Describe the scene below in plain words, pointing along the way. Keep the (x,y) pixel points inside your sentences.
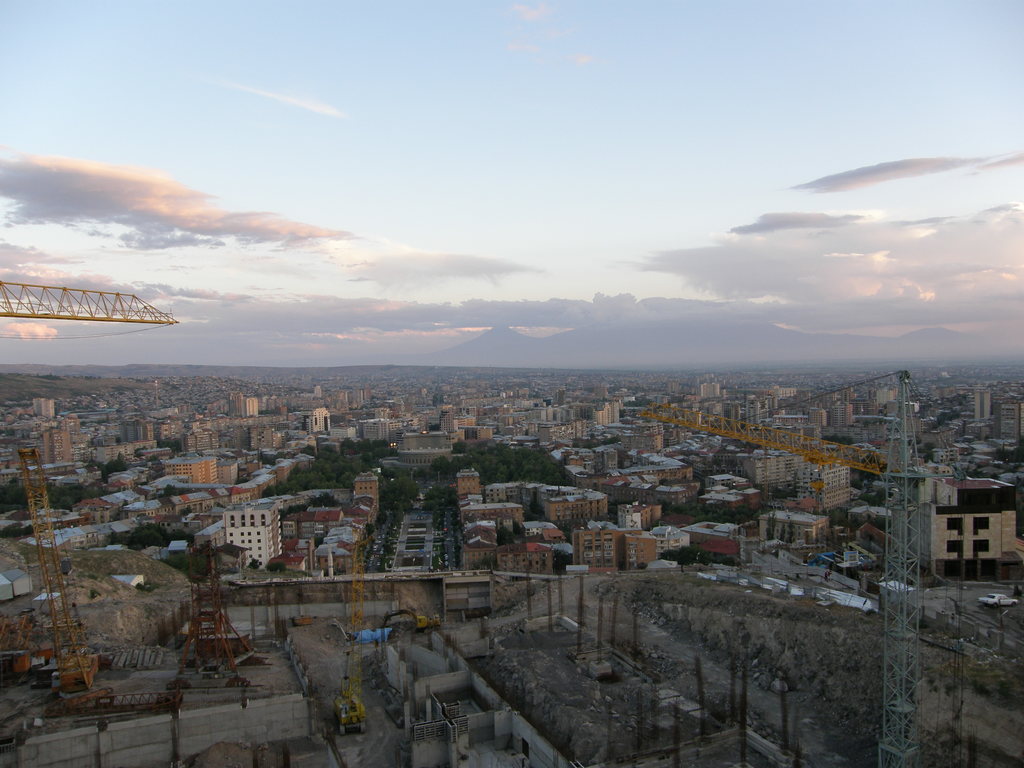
There are many buildings (189,491), tower cranes (906,553), trees (368,459) and poles (581,623). In the background (504,197) there is sky (504,197).
